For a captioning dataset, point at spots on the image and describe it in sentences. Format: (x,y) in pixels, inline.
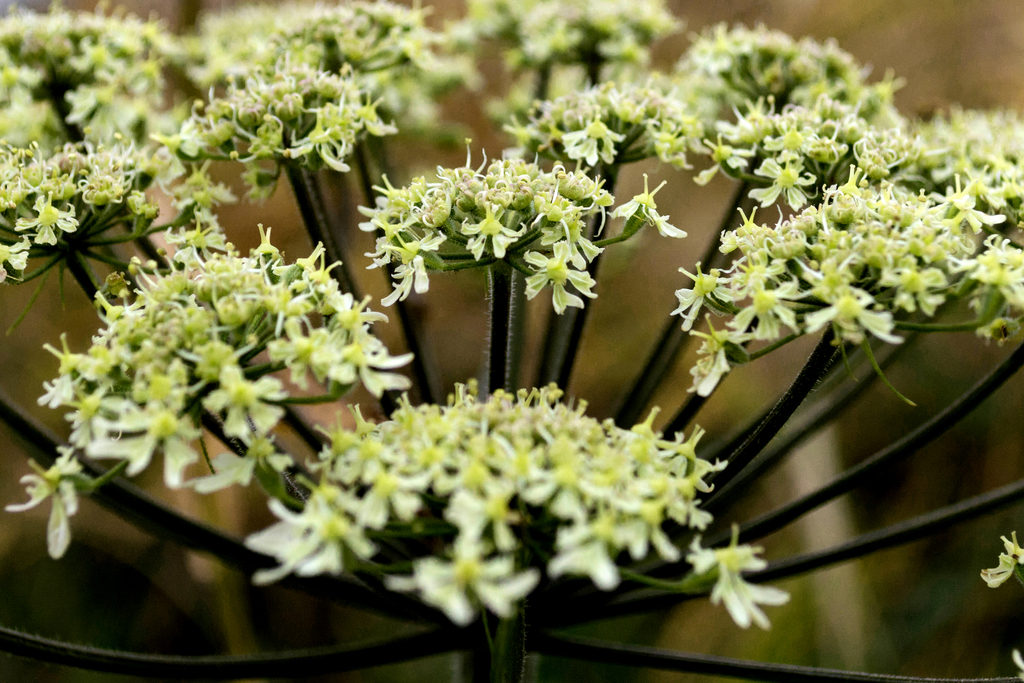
In this image I can see the flowers (370,498) to the plant (487,444). I can see the blurred background (15,491).
